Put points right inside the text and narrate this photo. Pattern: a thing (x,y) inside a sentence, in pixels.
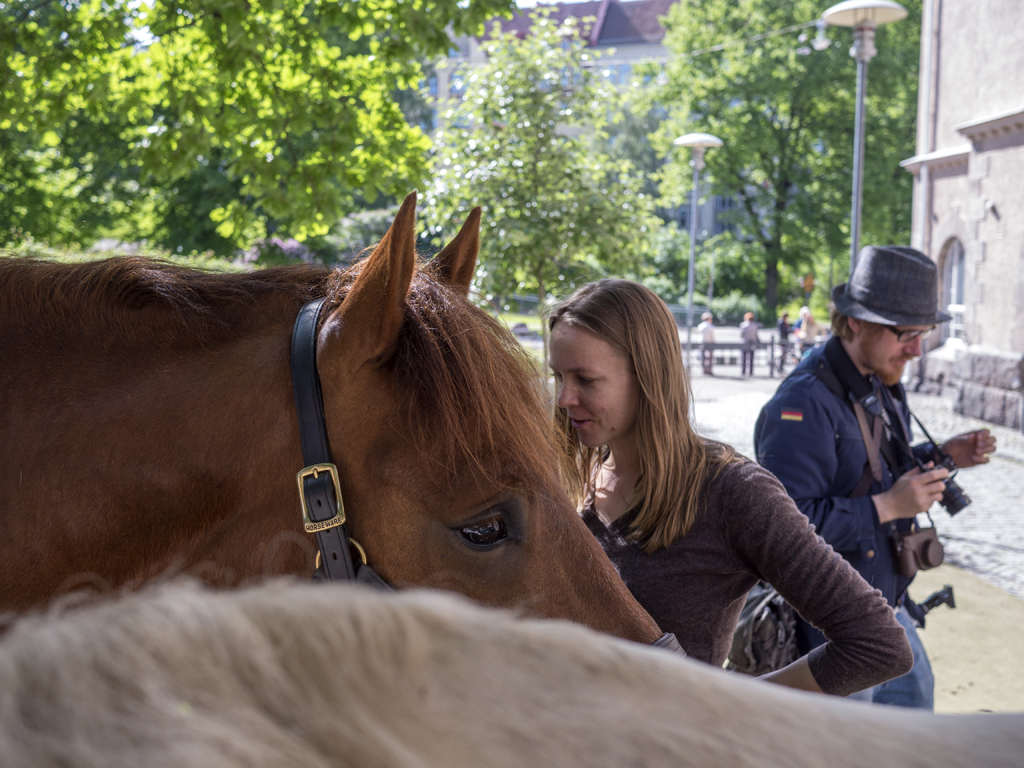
There is a woman (694,568) standing in front of a horse (389,446) and there is a person (889,449) wearing blue shirt (839,452) is carrying a camera (920,460) and there is a building (959,185) and trees (589,122) in the background (467,161).
